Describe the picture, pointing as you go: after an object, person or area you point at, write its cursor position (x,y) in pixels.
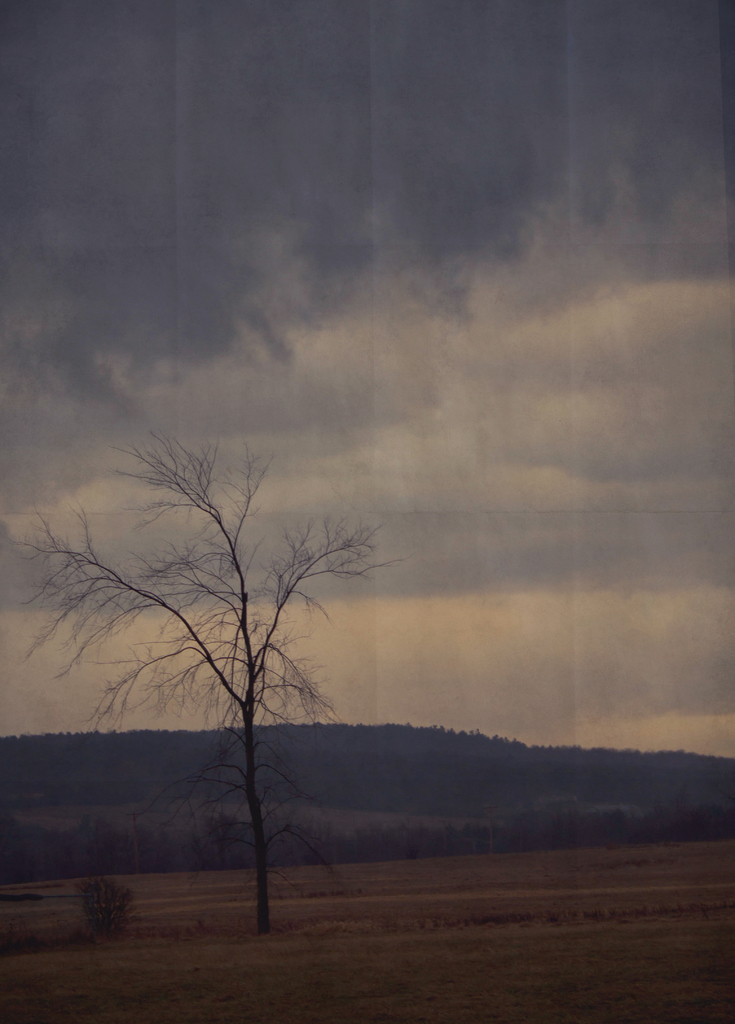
In this image we can see a tree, grassland (336,935), plants (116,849), hills (76,768) and sky (453,256) with clouds (609,498) in the background (538,372).
